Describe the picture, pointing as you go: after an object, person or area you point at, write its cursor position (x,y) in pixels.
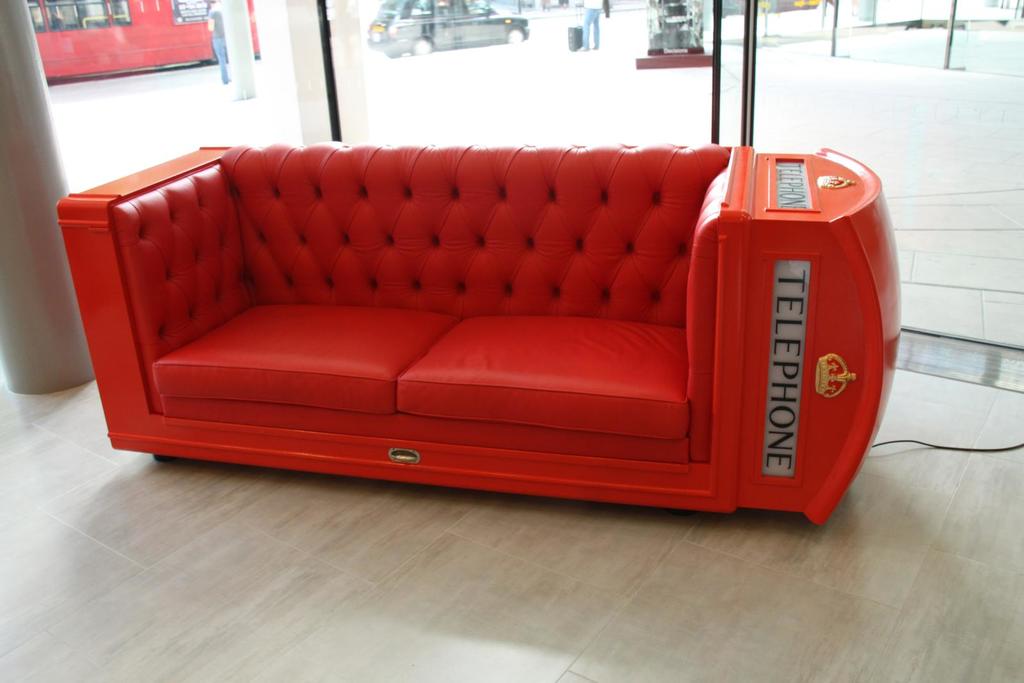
In this picture we have a couch (511,326) and back side there is a vehicles (455,41) and some person (212,19) standing on the side of the road (605,63) and one person (586,27) is standing beside a suitcase (573,40).
